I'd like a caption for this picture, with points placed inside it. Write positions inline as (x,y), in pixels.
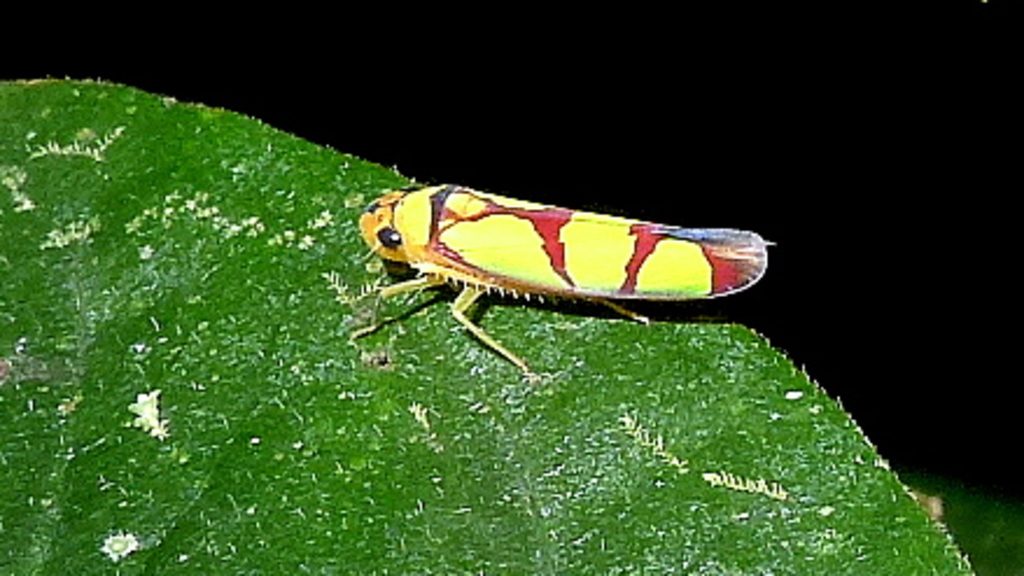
In this picture, we see an insect (592,288) which looks like a grasshopper (452,210) is on the green leaf (296,430). This insect (413,205) is in yellow and red color. In the background (805,178), it is black in color.
